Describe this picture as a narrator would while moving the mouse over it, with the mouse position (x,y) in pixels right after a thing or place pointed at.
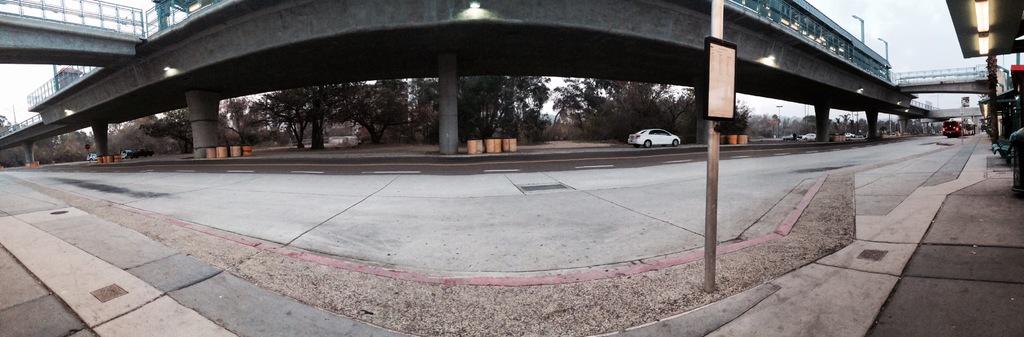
In this picture I can observe a road (189,170). There are some cars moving on the road (666,159). On the right side (710,244) there is a pole (710,276). I can observe a bridge (571,46). In the background (393,108) there are some trees (317,98) and a sky (748,99).
